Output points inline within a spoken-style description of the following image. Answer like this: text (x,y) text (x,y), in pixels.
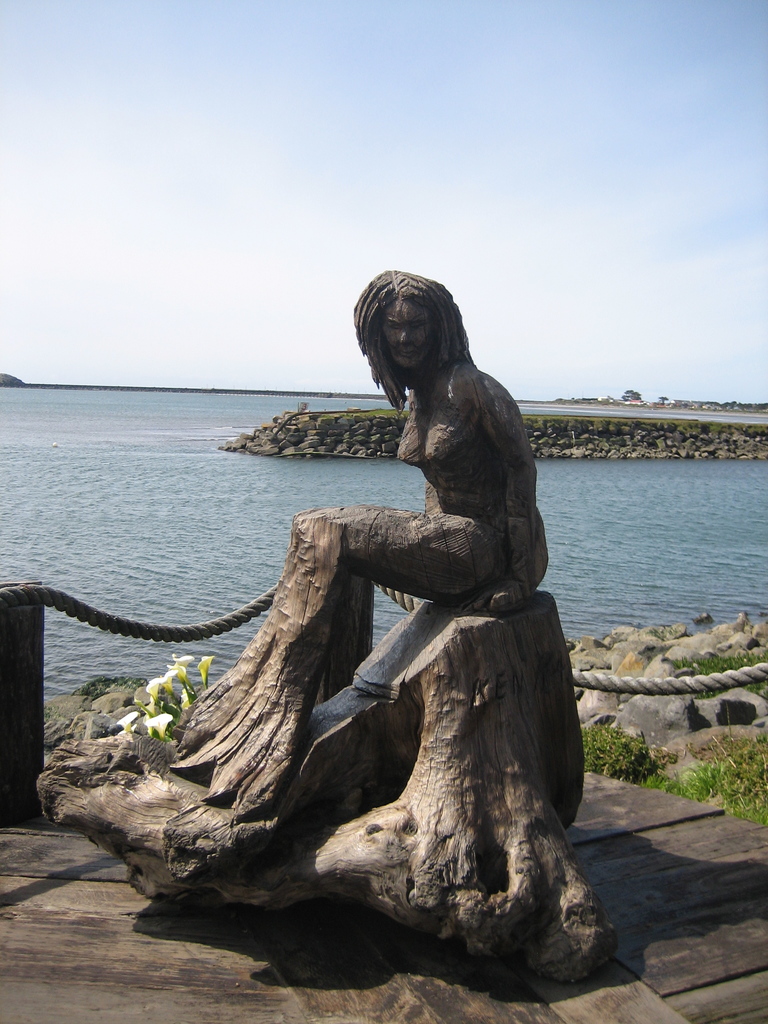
This picture shows a wooden carved statue (391,658) and we see plants (607,746) and flowers (150,727) and we see water (706,592) and a rope fence (11,611) and a cloudy Sky (313,201).
